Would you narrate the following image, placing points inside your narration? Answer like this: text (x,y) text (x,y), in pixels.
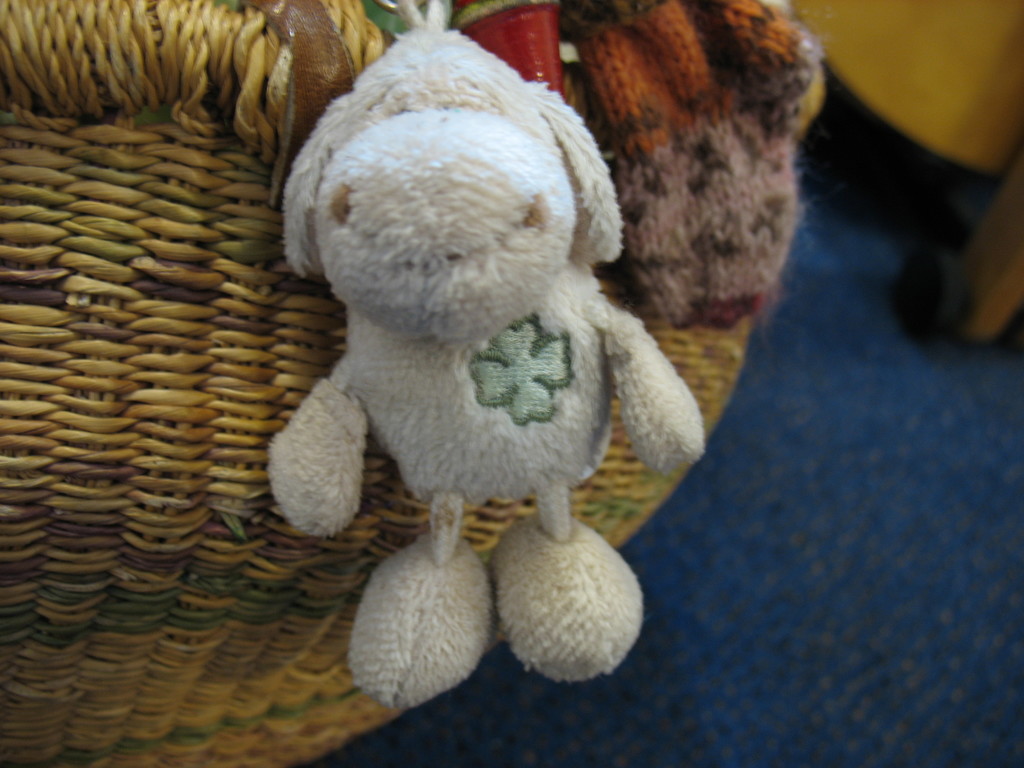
In the image we can see this is a toy (384,328), white in color, carpet (926,664) and a basket (134,353).
